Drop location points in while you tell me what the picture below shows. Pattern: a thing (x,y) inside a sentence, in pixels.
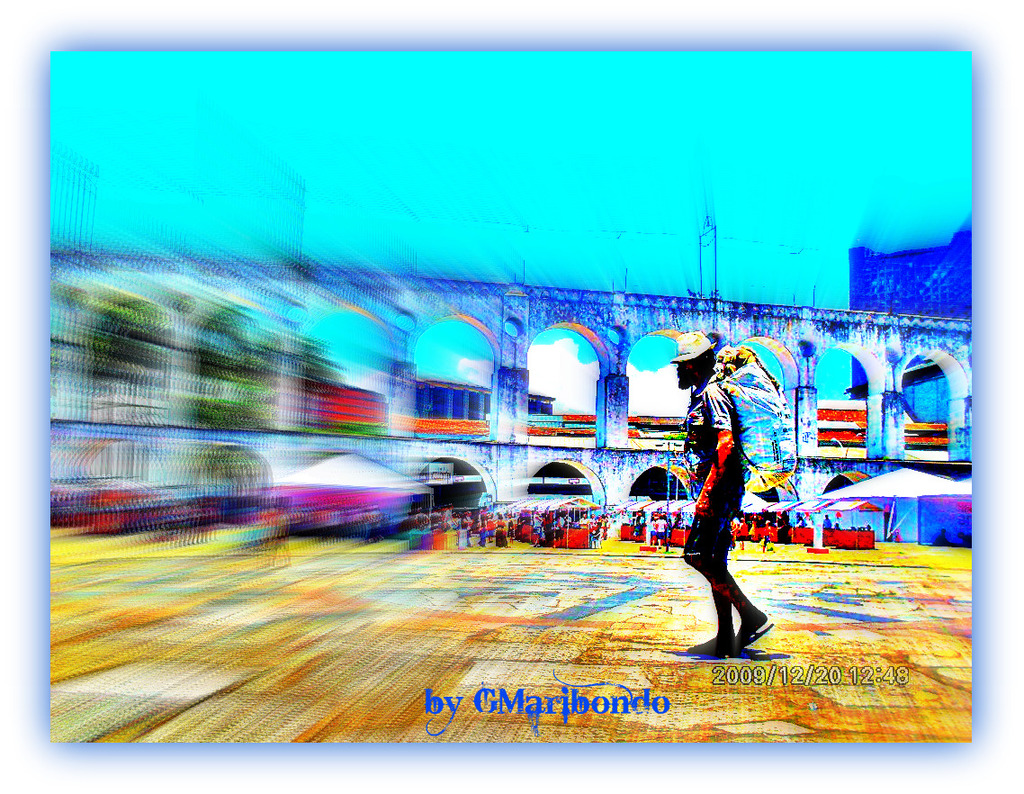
In the foreground (715,391) I can see a person (704,419) is walking on the road (676,660) and text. In the background (827,543) I can see a crowd (772,539), tents (926,504), tables (852,530), boards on the road (564,559), buildings (484,412), trees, pillars (525,412) and the sky (502,170). This image looks like an edited photo.
